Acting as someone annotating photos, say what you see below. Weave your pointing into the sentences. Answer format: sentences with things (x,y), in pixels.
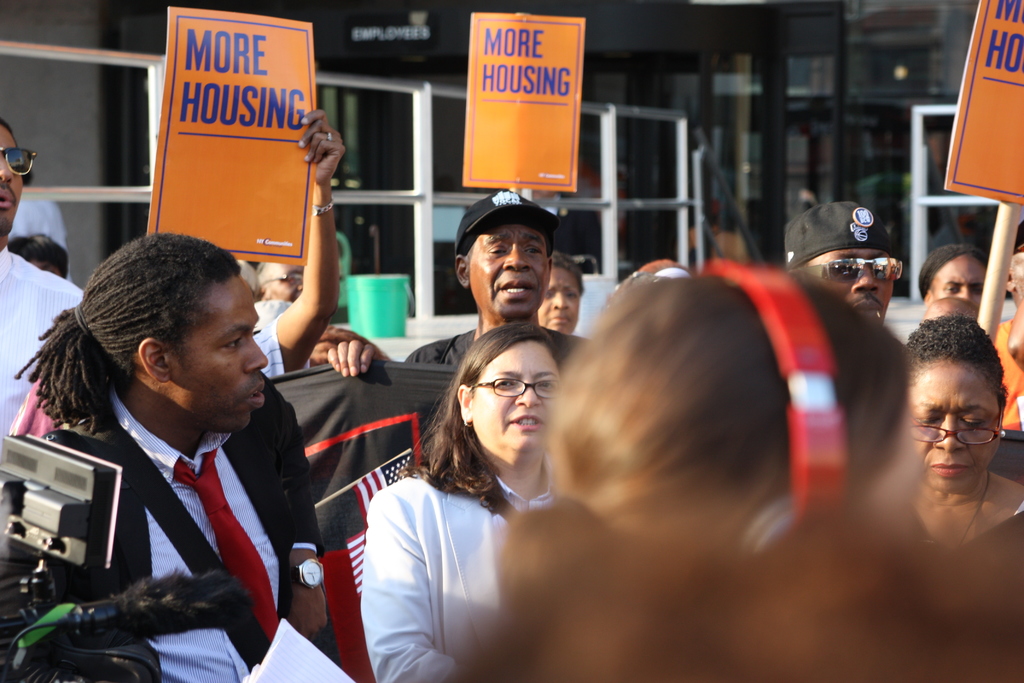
In this image I can see the group of people (372,511) with different color dresses (414,534). I can see the few people (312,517) are holding the boards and banners (351,529). I can see few people (480,248) are wearing the caps (459,247) and goggles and one person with the headset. To the left (70,616) I can see the camera (11,617). In the background (357,312) I can see the green color bucket (371,317) and the building (399,20).
